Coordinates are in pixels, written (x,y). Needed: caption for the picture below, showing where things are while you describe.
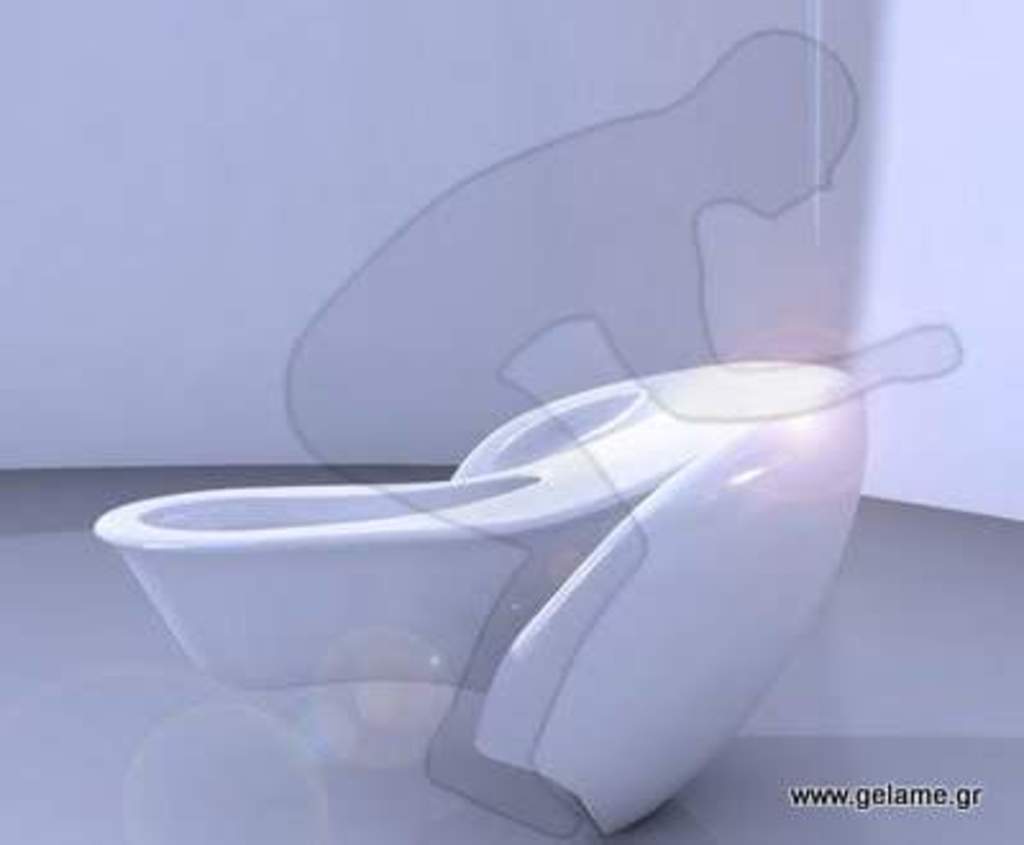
In this image we can see a toilet (654,570). In the back (916,249) there is a wall (807,262). Also we can see drawing (654,168) of a person (670,164). In the right bottom corner (884,795) there is something written.
